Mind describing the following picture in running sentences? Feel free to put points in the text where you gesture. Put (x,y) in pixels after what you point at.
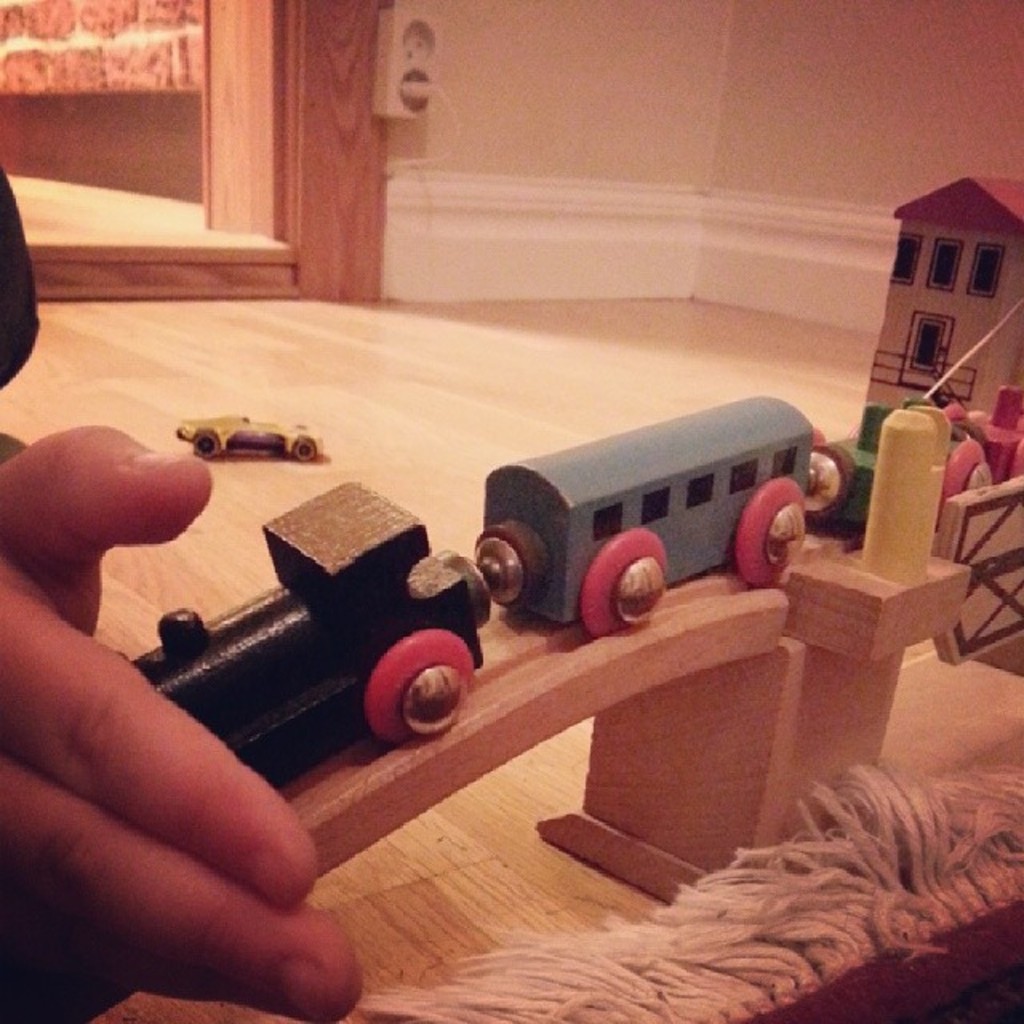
There is a wooden toy train (661,479) on a wooden railway track (610,671) with pillars (755,759). On the left side (82,679) we can see a person's hand (84,650). On the floor (189,551) there is a toy car (232,437). In the back (71,268) there is a wooden door (307,119). On the right bottom corner (783,927) we can see a part of a carpet (844,937).
